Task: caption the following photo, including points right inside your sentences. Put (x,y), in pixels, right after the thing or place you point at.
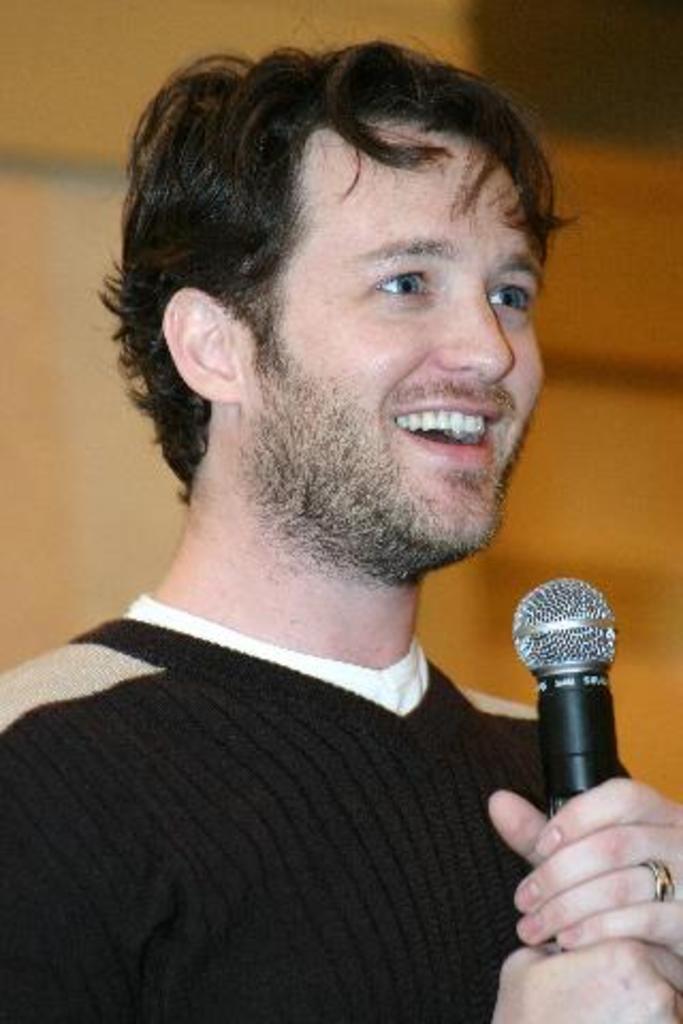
In this image we can see this person (235,780) wearing black T-shirt (325,788) is holding mic (585,773) in his hands (533,877) and smiling. The background of the image (630,490) is slightly blurred.
